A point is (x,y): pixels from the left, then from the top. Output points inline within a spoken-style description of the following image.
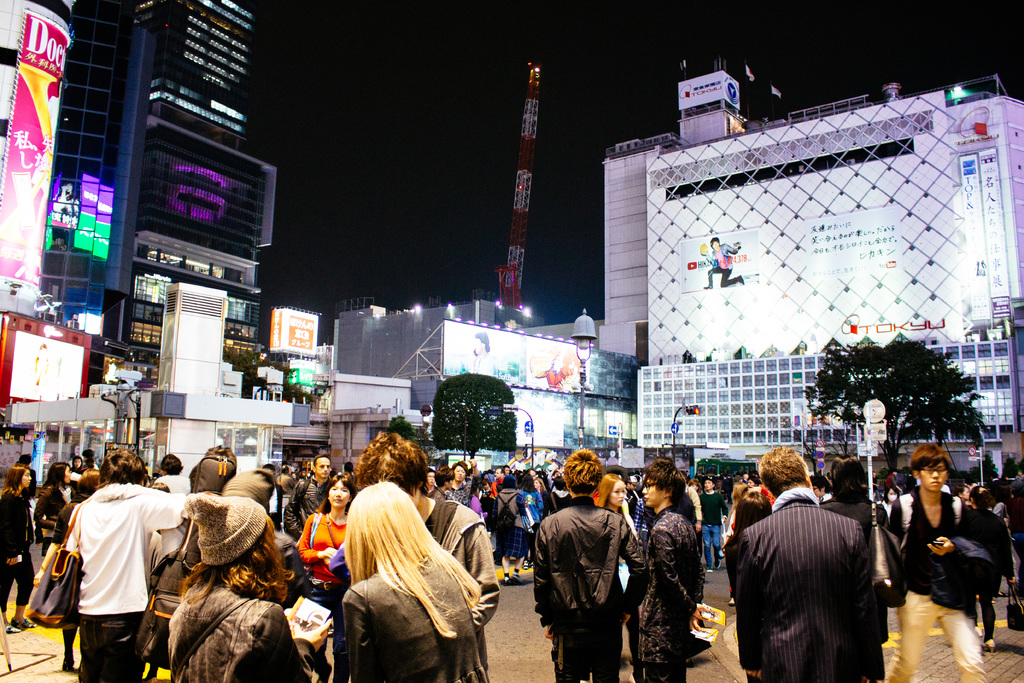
In this image we can see sky scrapers (670,185), buildings (694,296), advertisement boards (697,254), tower (532,140), trees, street poles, street lights (584,417), stores (267,441) and people (486,541) standing on the road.
